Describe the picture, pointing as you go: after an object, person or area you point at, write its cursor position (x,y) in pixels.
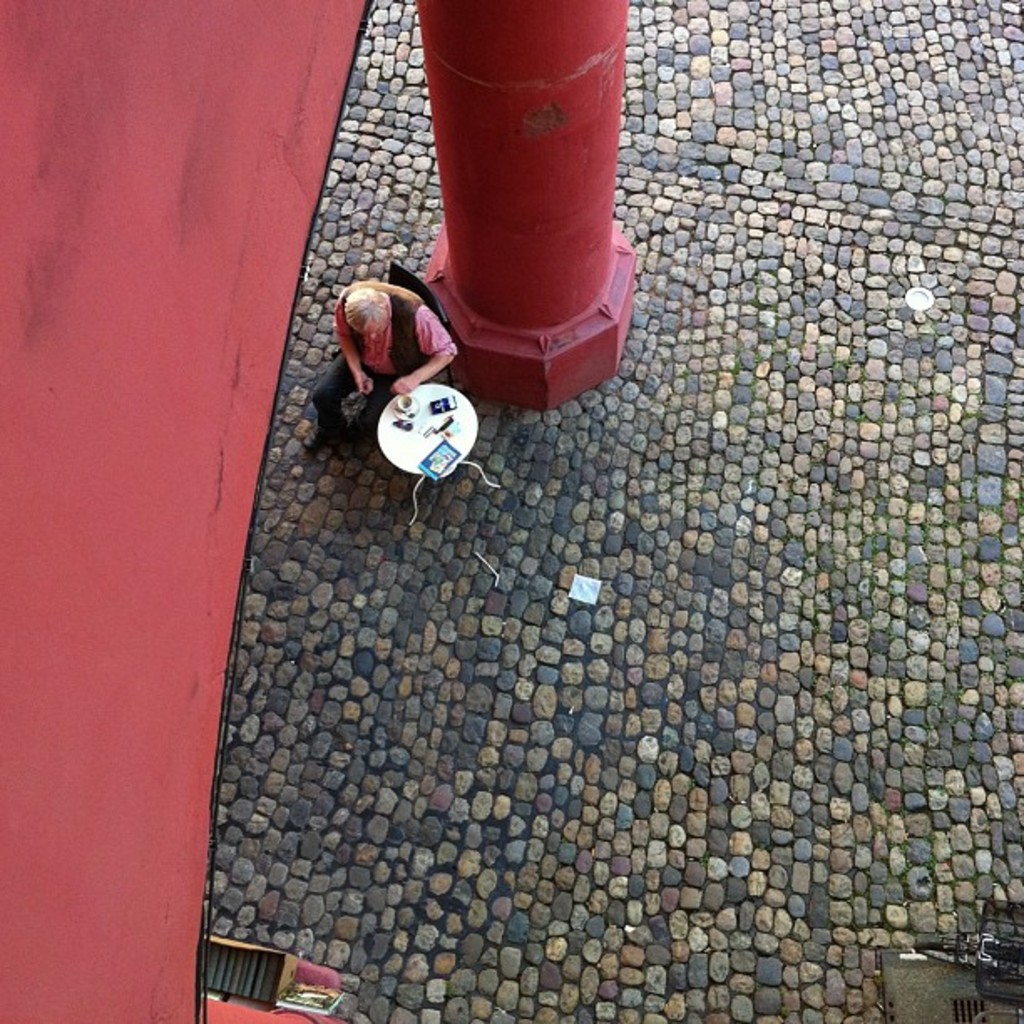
In this image I can see there is a man (409,388) sitting on the chair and there is a table (405,435) in front of him, there is a pillar (577,159) and a red color wall (104,626) on the left side (97,898).
